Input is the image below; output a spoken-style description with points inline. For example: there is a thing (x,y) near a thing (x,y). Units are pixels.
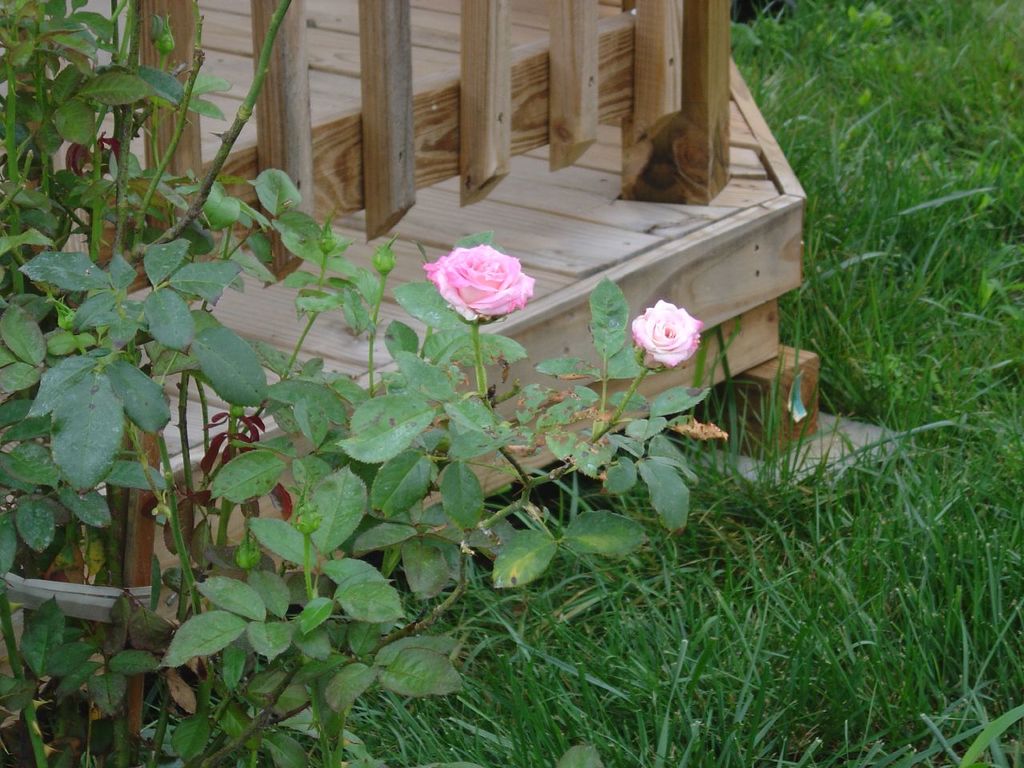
This image is taken outdoors. At the bottom of the image (778,650) there is a ground (863,627) with grass (846,389) on it. On the left side of the image (95,246) there is a rose plant (362,488) with beautiful roses (499,294). In the middle of the image (531,338) there is a wooden platform (388,189).
